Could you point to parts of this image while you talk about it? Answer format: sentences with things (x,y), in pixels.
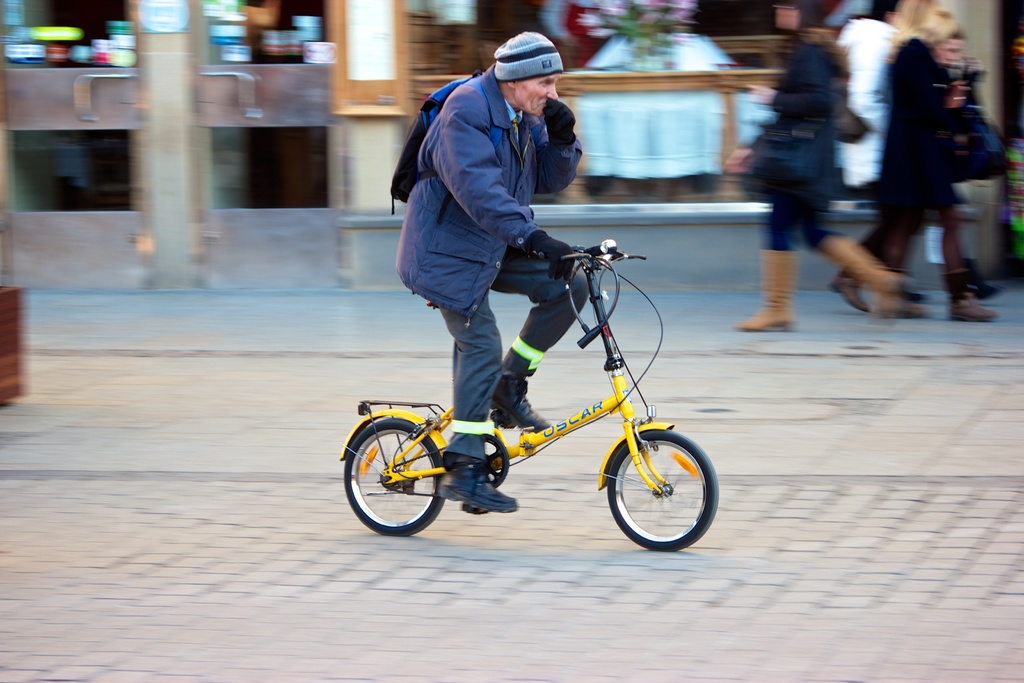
A man (470,208) with blue jacket (475,221) is sitting on a cycle (493,443) and riding on the road (205,464). In the background (805,270) there are some people (833,244) walking on the footpath (647,342). And we can see some door (197,106) and stores (285,95).
